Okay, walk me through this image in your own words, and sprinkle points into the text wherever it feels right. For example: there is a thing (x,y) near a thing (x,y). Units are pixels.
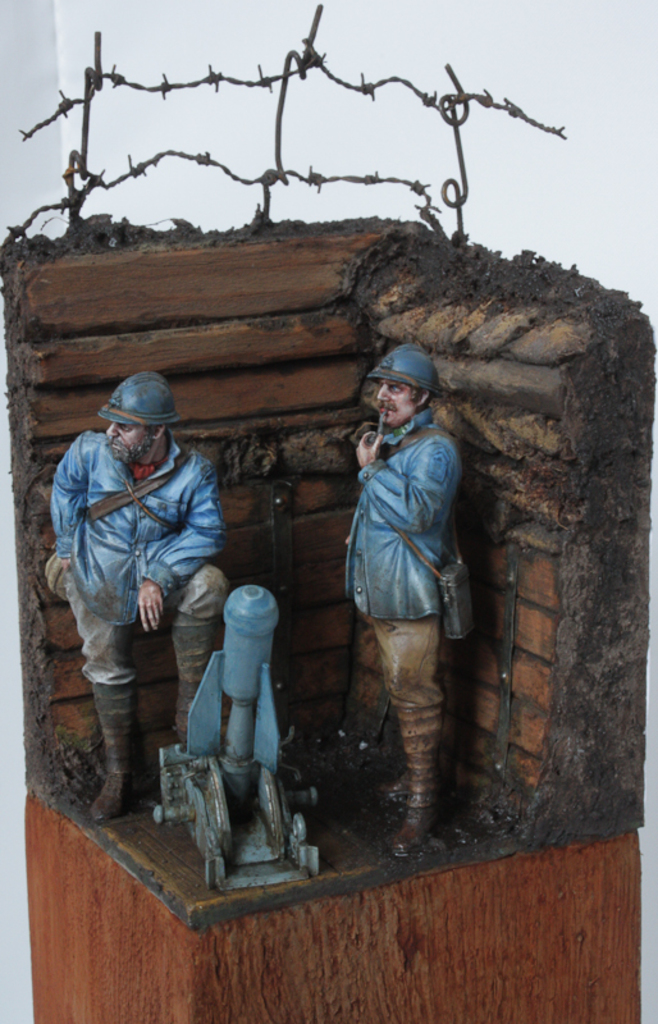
In the center of the image (319,612) we can see one solid structure (323,930). On the solid structure (48,821), we can see two human figure model toys (370,565) and one toy machine (226,791). And we can see toys (170,605) wearing helmets (144,405) and bags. In the background (419,120) there is a wall (559,47), wire type object (131,172) and a few other objects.
